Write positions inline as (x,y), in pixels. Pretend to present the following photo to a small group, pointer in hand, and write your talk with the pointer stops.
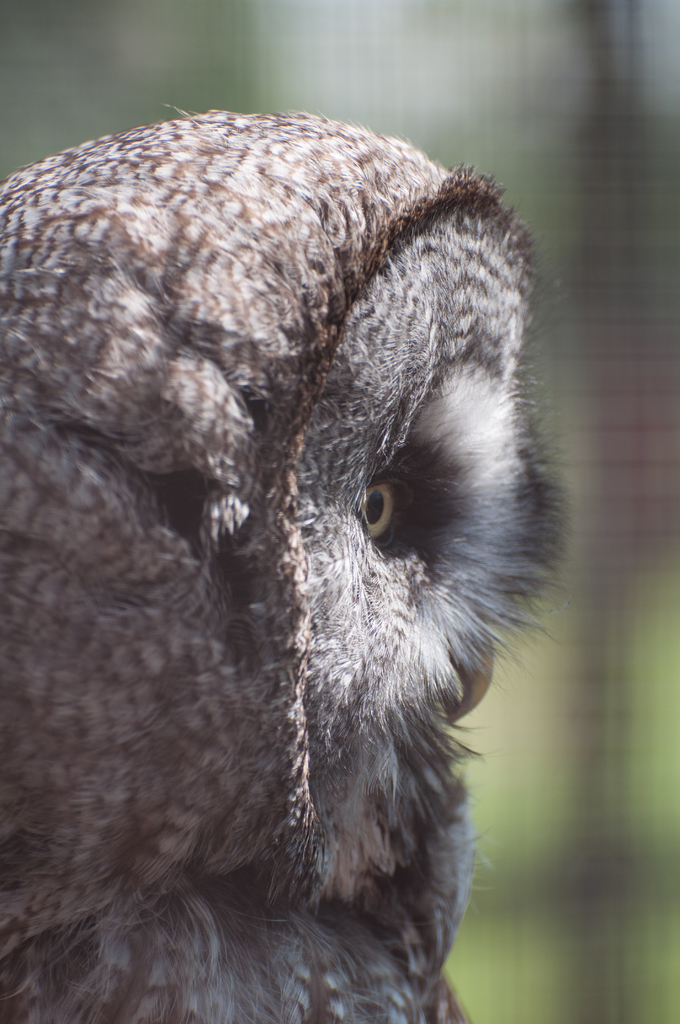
In this image I can see a bird (240,843) and the bird (433,319) is in brown and cream color and I can see blurred background (9,58).
